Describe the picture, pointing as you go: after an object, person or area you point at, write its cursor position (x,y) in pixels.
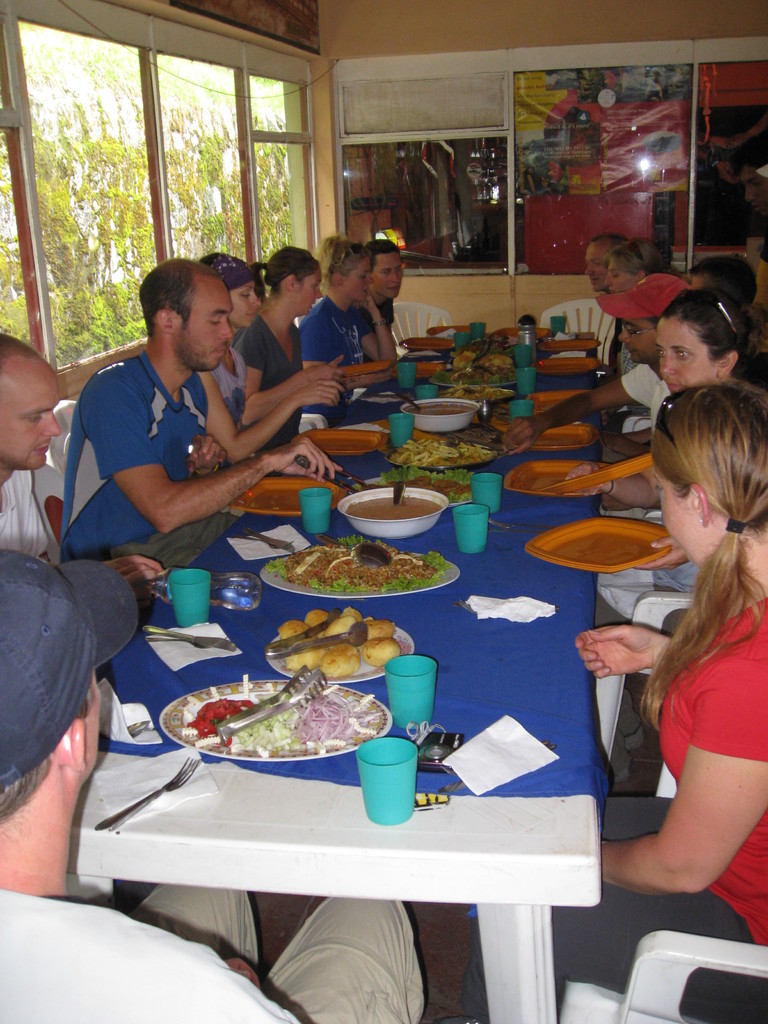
In this image I can see group of people (703,888) sitting. In front of them there is a table (480,626). On the table (347,823) there is a plate (378,725) with food (364,572), cups (381,812), tissues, bowl (370,520) and spoons (395,489). To the left (107,174) there is a window (155,153). Through the window (163,208) I can see there are some trees (169,191).
